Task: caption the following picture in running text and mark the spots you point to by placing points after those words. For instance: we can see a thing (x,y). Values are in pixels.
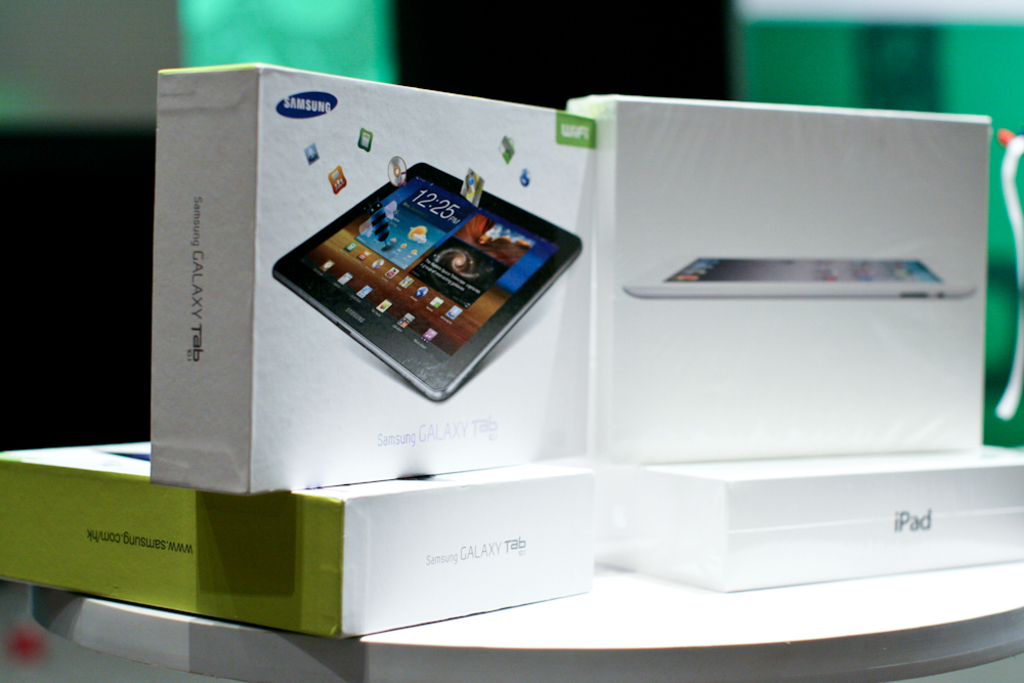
In this picture I can observe four white color boxes (641,534) placed on the white color table (629,636). These are looking like tablets boxes (412,346). The background is blurred.
